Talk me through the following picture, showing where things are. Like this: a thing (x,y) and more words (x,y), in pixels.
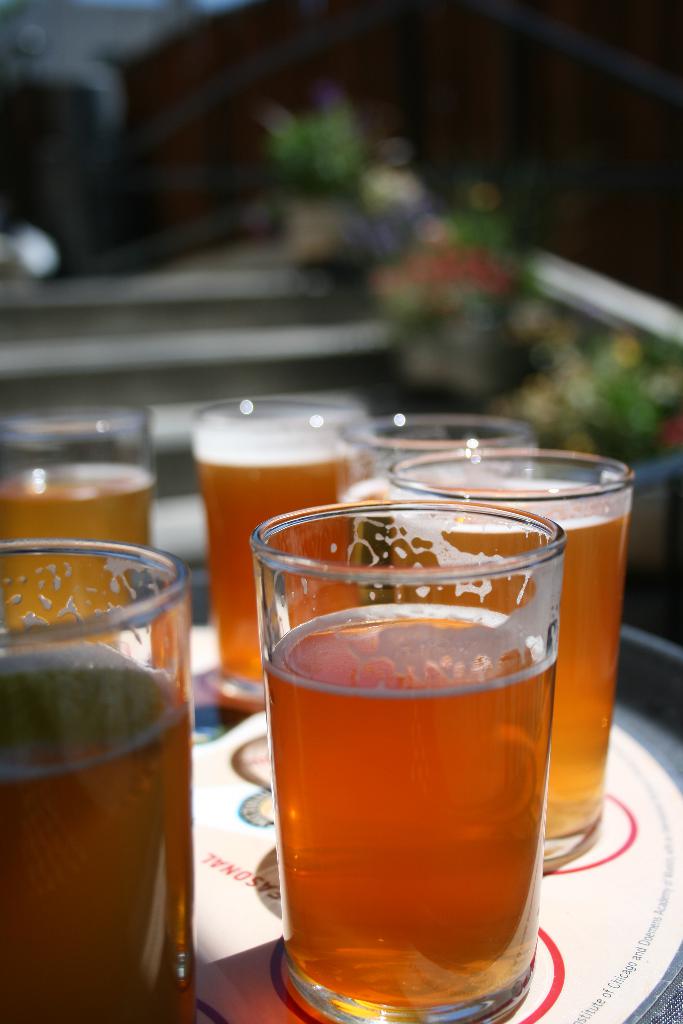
In the foreground of the picture (306,497) there are glasses (163,578) filled with drinks (231,664), placed on a table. The background (10,335) is blurred.
